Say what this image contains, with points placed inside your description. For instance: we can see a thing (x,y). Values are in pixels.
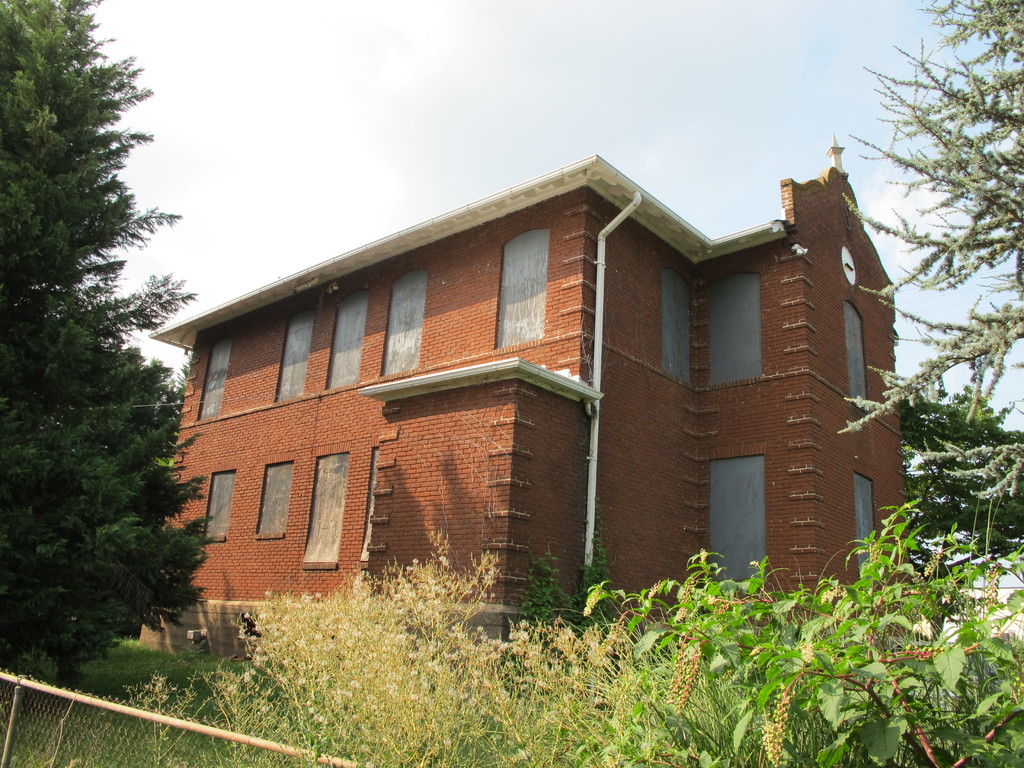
In the bottom left corner of the image (107,727) there is fencing (79,721). Behind the fencing (151,742) at the bottom of the image (539,673) there are plants (244,692). On the left corner of the image (37,147) there is a tree (16,132). And there is a building (731,333) with walls (631,332), windows (392,348), roofs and there is a pipe (595,312). At the top of the image (383,178) there is sky (229,196).
